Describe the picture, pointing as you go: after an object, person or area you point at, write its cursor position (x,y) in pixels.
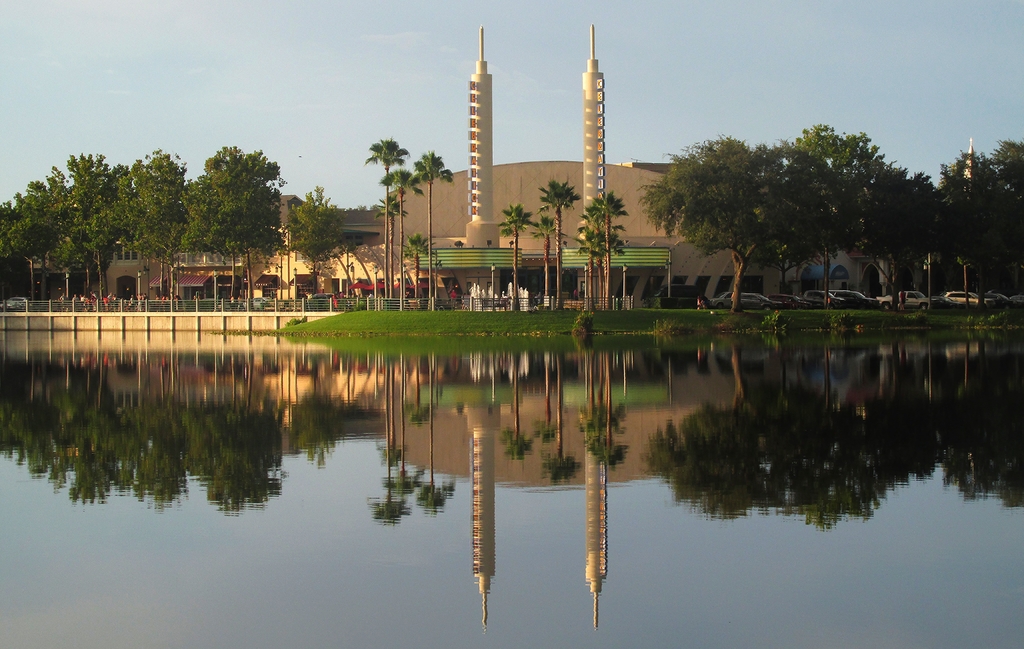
In this image I can see the water (913,518). In the background (764,208) I can see few buildings (705,271), trees (754,231), vehicles (1011,294) and the sky (700,31) is in blue color.
